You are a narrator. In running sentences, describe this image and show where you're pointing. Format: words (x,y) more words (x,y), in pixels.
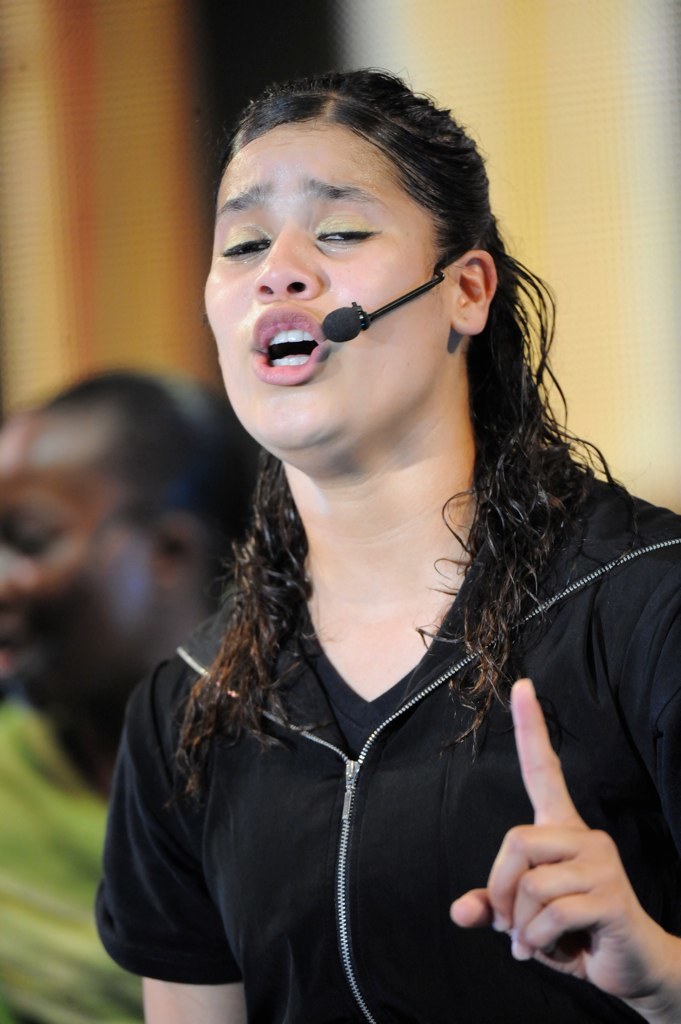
In this image we can see a woman (367,483) with a mic (373,319). In the back (101,511) there is another person (45,693). In the background (543,91) it is looking blur.
